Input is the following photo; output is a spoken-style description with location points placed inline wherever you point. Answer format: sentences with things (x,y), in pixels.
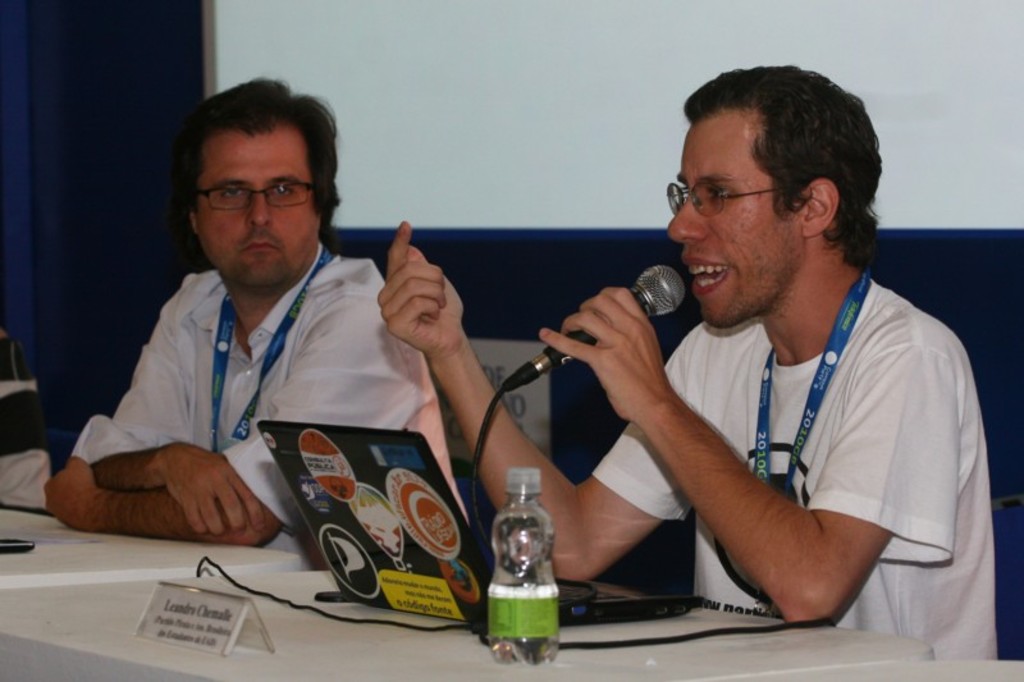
In this image we can see a person (699,397) holding a mic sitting beside a table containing a laptop (388,584), stand (227,615), wire (483,635) and a bottle (524,608). We can also see a person (401,396) sitting beside him.
